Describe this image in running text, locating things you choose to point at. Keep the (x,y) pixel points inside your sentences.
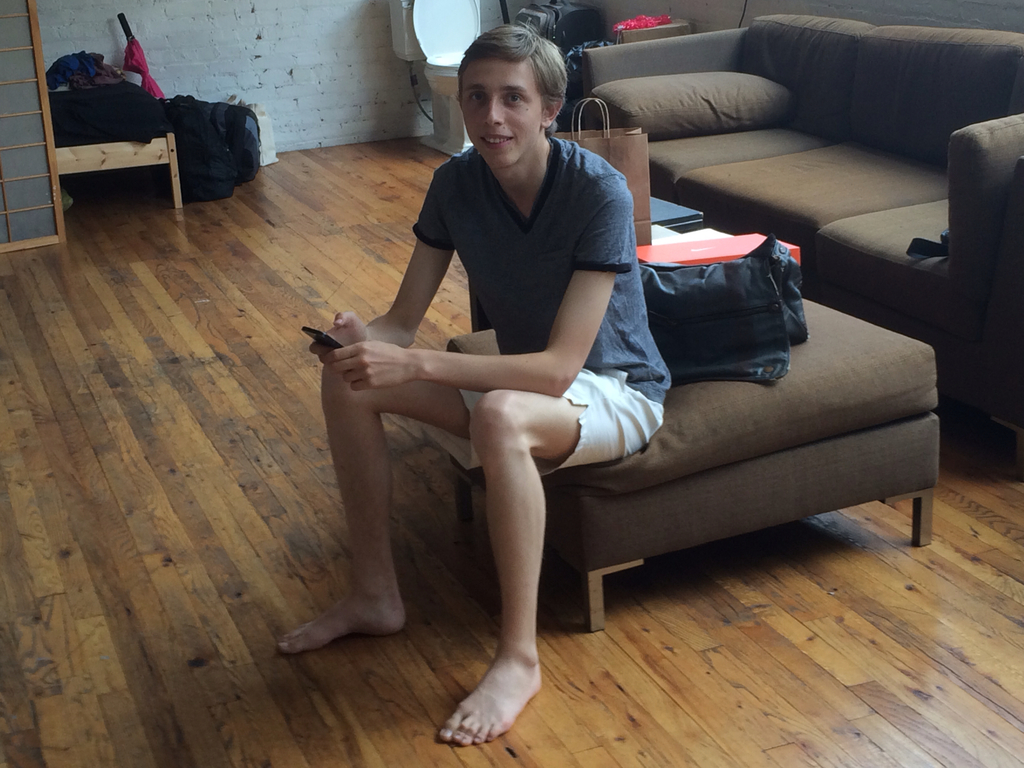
In the image we can see boy (559,276) sitting on a sofa table (700,390). There is a bag (689,314) behind him. He is holding an object (329,344).
